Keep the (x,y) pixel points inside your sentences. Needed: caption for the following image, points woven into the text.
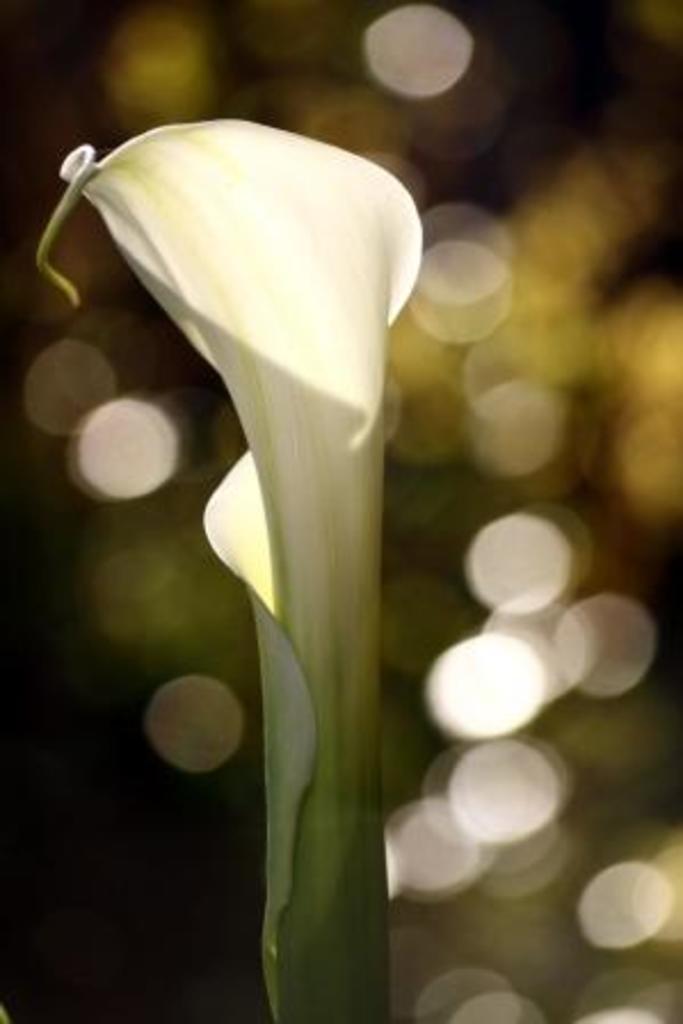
In this picture I can see petals (304,322) in front (383,219), which are of white and green color. I see that it is totally blurred in the background (482,249).
